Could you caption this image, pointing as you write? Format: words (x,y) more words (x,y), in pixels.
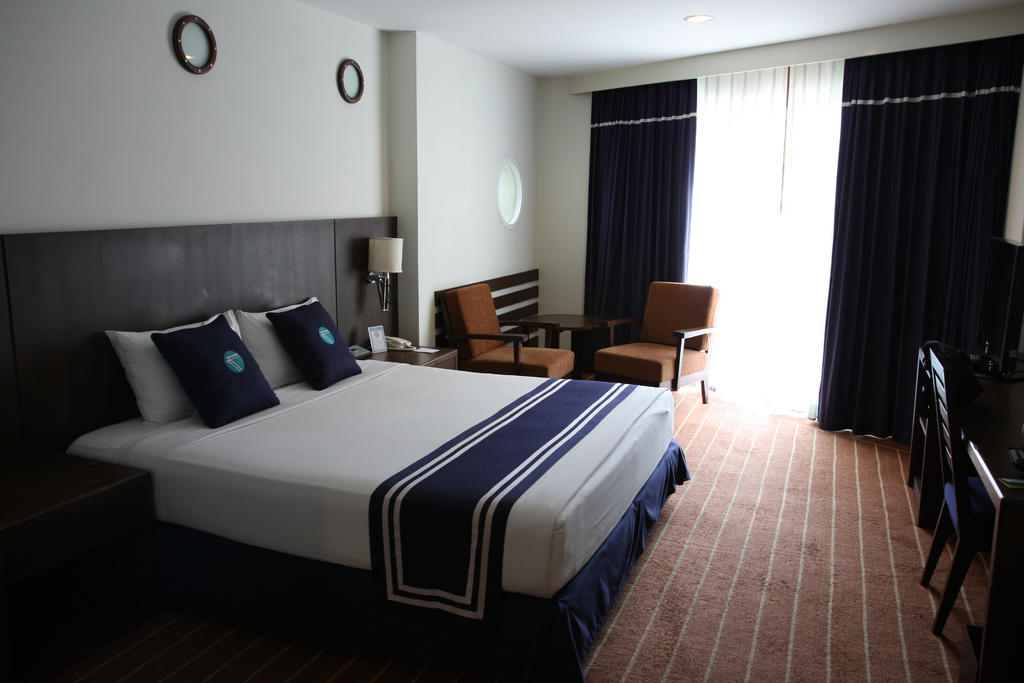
In this picture we can see a bed (184,478) with a bed sheet (363,380) and pillows (306,373) on it, tables (74,530), chairs (502,361), lamp (398,260), telephone (400,339), frame (384,348), paper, curtains (726,251), wall (138,141) and some objects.
